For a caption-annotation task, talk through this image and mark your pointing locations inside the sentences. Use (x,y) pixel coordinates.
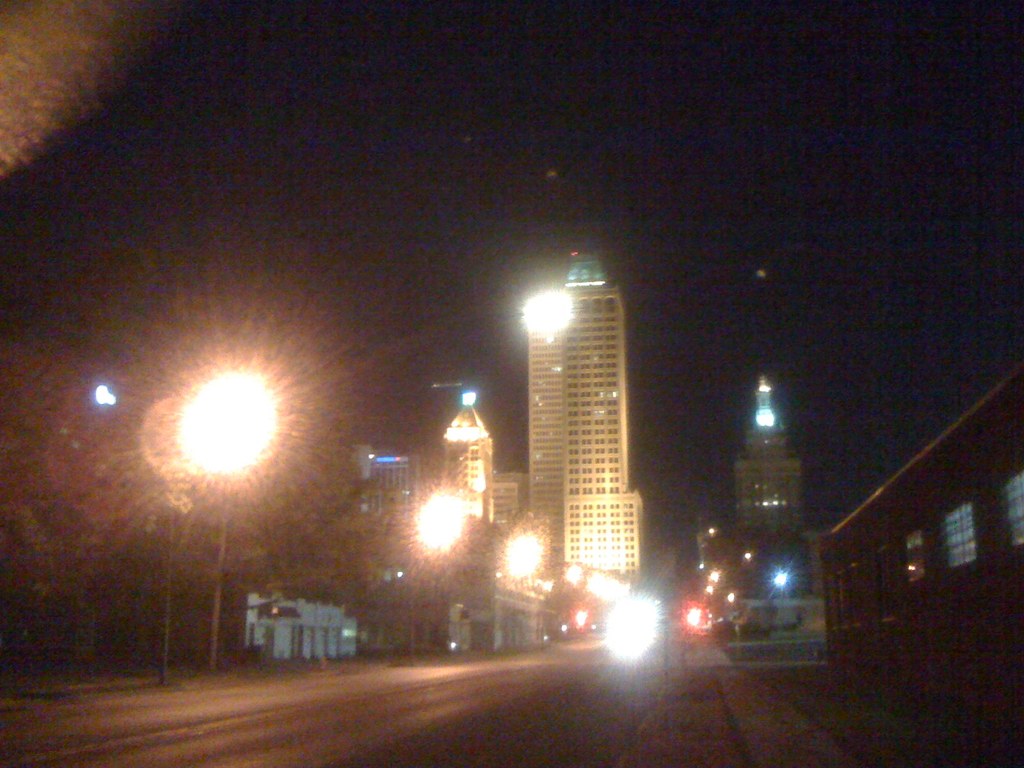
In this picture we can see the road (501,718) and in the background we can see buildings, lights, sky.
